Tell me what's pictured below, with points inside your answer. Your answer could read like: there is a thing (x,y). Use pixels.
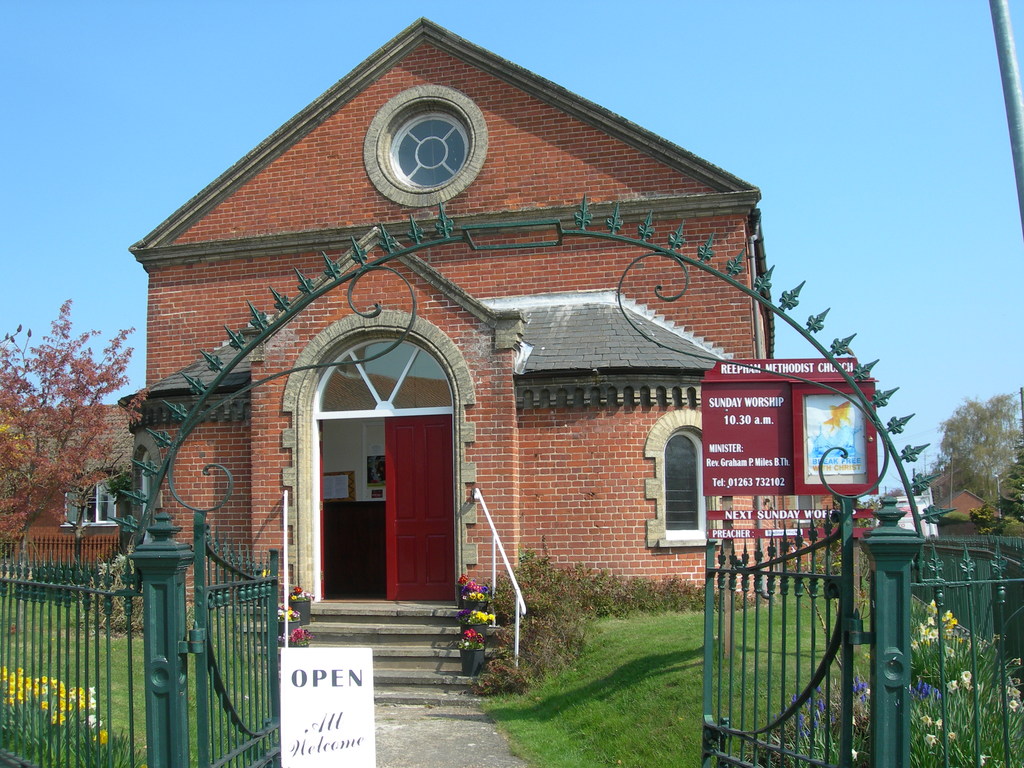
This is an outside view. At the bottom (108,690) there is a fencing (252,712) and two gates (200,631). Behind the fencing (34,710) there are flower plants (956,669). On the ground (650,674), I can see the grass (661,645). In the middle of the image (566,291) there is a building (540,525). On the right (955,481) and left side of the image (36,469) I can see few trees (20,469) and houses (116,444). On the right side (774,460) there is a board (795,418) on which I can see some text (766,461). At the top of the image (828,123) I can see the sky (834,102).
